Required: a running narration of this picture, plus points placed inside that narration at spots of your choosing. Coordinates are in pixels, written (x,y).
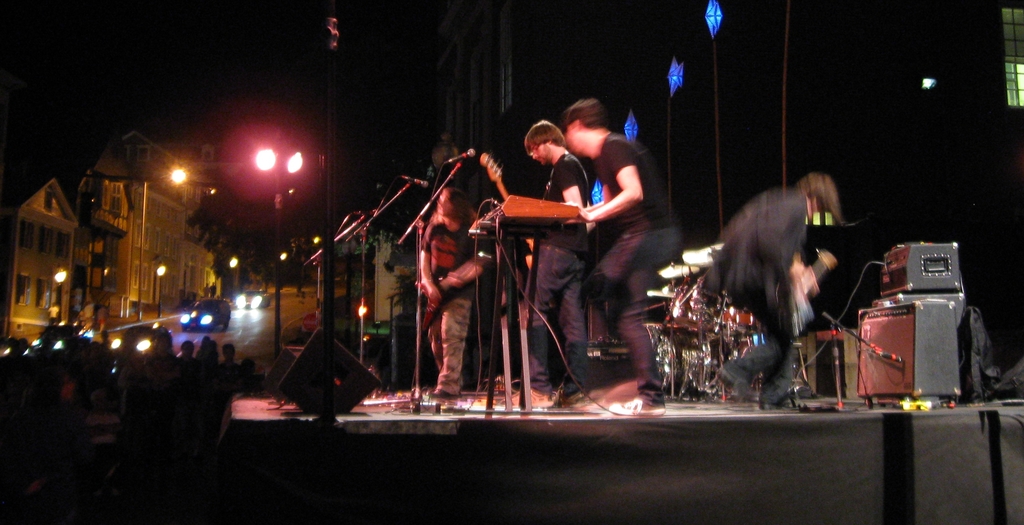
Here it's a stage (704,471) four people (626,341) are standing on the stage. These 2 are boys (553,248) and this is a girl (471,241). Here it's a microphone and guitar (495,169) behind them there are some musical instruments (693,283). The left side of an image (224,338) there is a road (242,335) you can see the vehicles (164,341) on it. These are the streetlights (179,179), these are the buildings (145,236).
